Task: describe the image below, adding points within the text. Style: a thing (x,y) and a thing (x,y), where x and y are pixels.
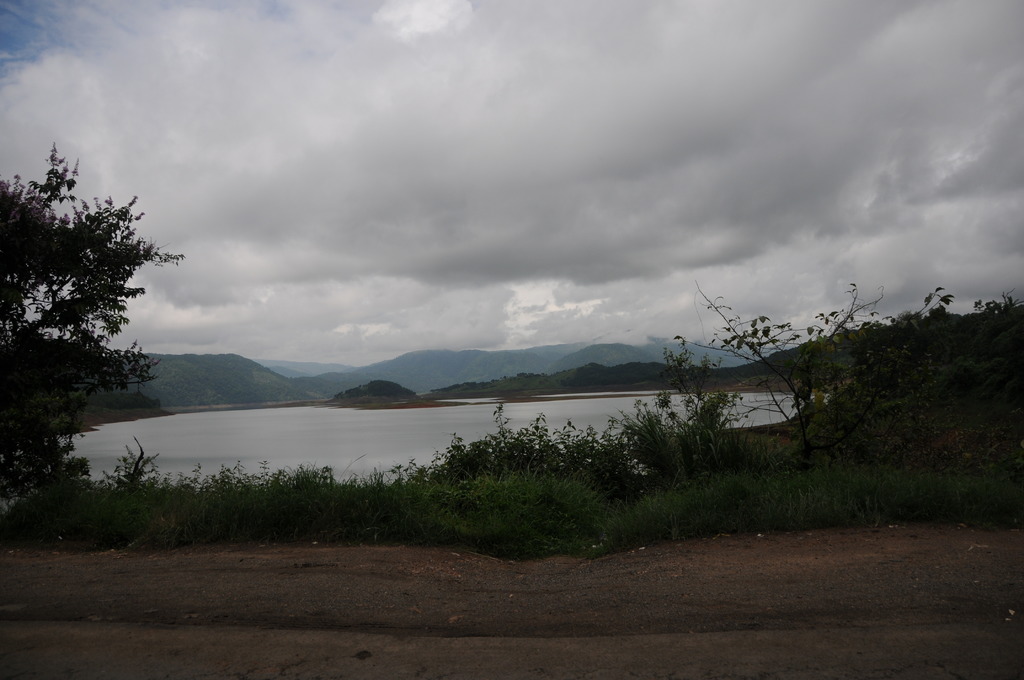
In this image we can see the hills (383,370) and also trees (844,449) and grass (548,525). At the top (498,101) there is a cloudy sky (591,184) and at the bottom (389,624) there is road (307,642).
